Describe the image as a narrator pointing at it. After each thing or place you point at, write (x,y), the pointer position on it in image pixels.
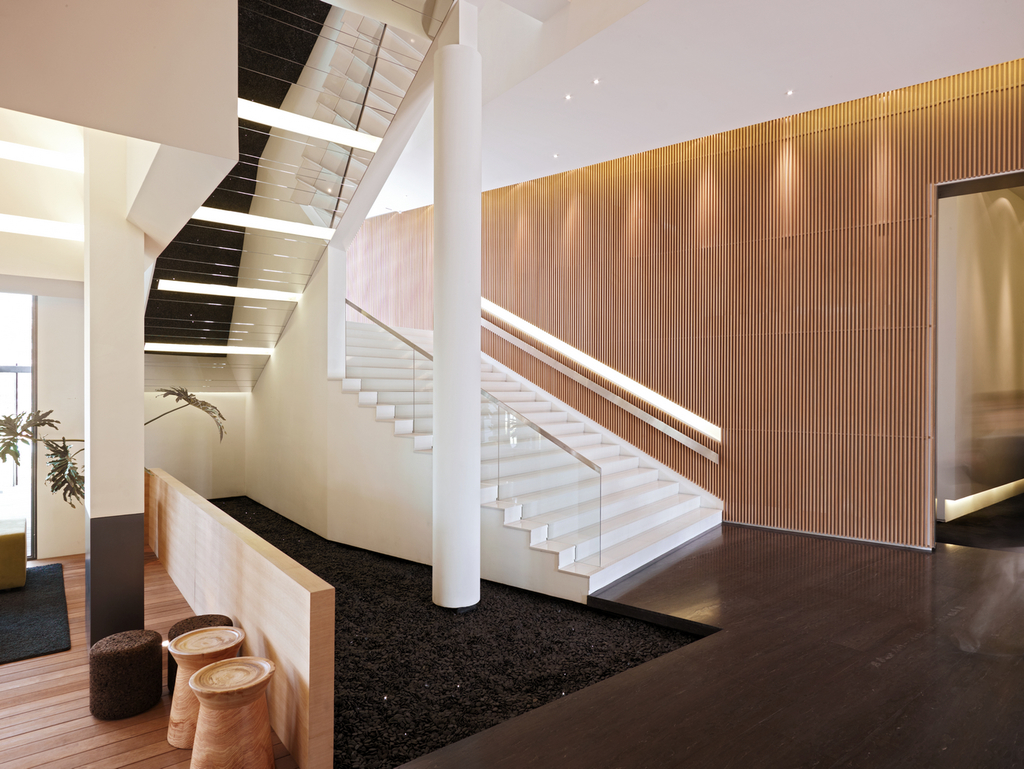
In this picture we can see a carpet (56,638) on the floor (69,678), house plant (71,478), pillars (129,492), steps (407,420) and in the background (151,447) we can see the wall (611,329).
